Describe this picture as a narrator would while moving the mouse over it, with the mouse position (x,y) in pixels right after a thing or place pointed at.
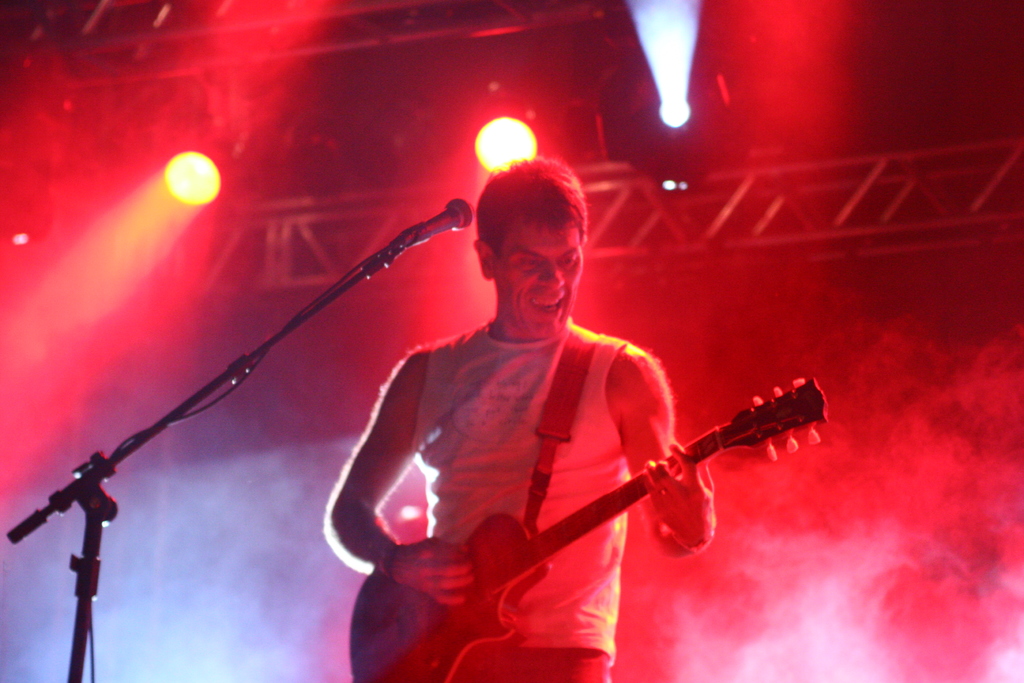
In this image we can see a man (512,392) holding a musical instrument (481,568) and a mic (49,502) is placed in front of him. In the background (784,166) we can see electric lights (178,169) and an iron grill (773,211).
